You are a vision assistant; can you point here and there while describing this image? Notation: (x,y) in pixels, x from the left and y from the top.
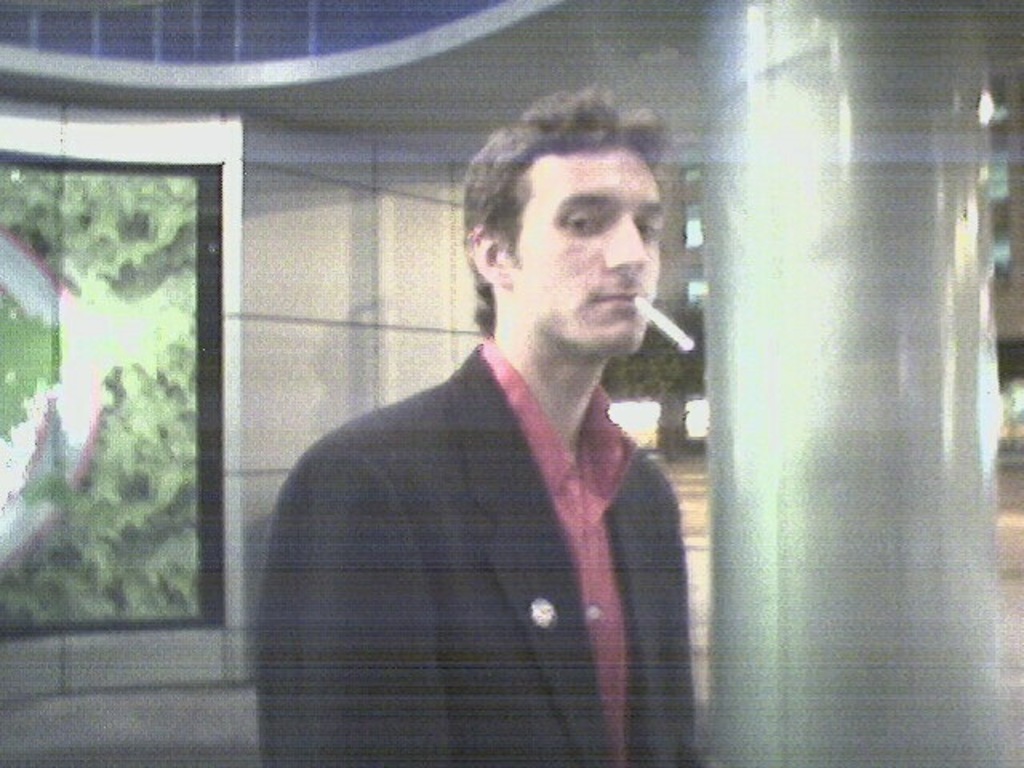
In this image we can see the inner view of a building (371,137) and there is a person (335,687) standing and there is a cigarette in his mouth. We can see a pillar (859,271) on the right side of the image (921,41).
